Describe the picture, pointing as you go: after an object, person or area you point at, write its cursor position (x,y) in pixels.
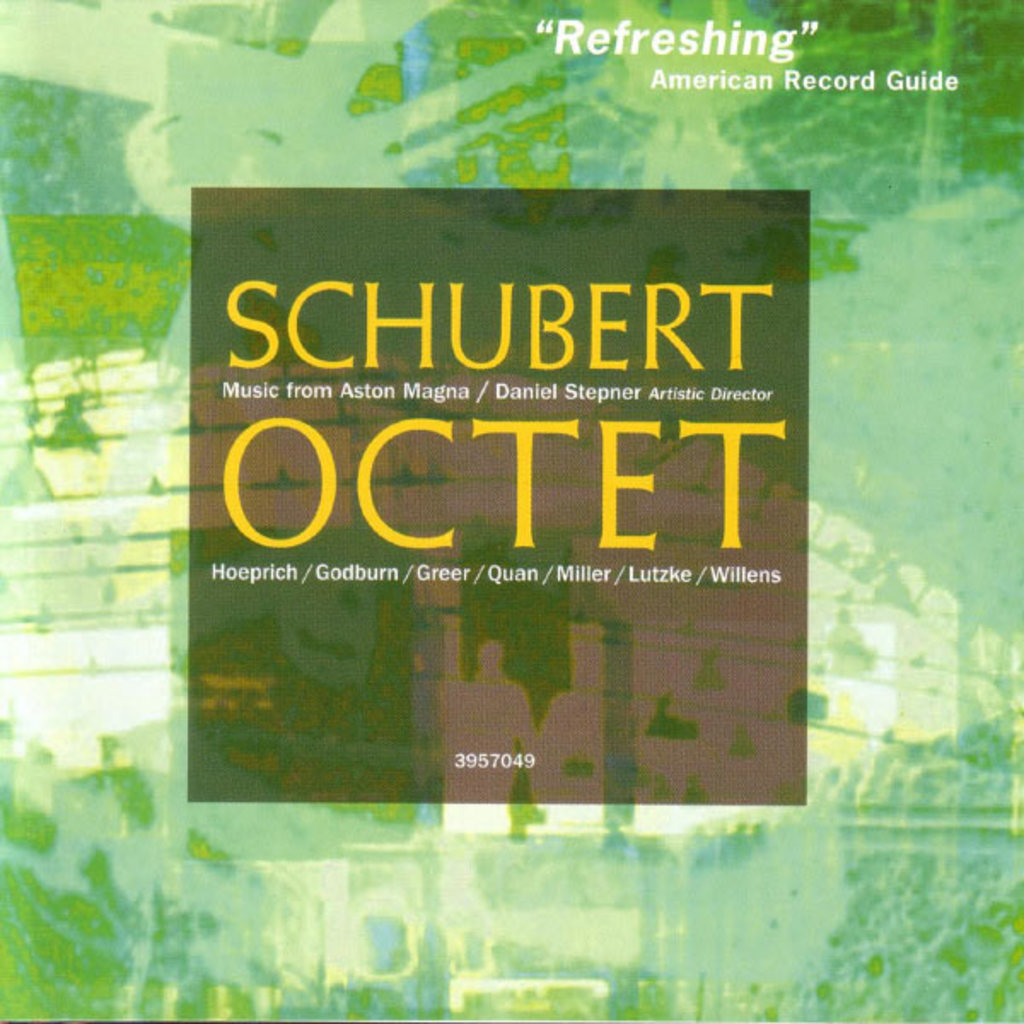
This is a poster (177,673), in this image in the center (433,545) there is some text (427,309) and at the top of the image (804,91) there is some text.
